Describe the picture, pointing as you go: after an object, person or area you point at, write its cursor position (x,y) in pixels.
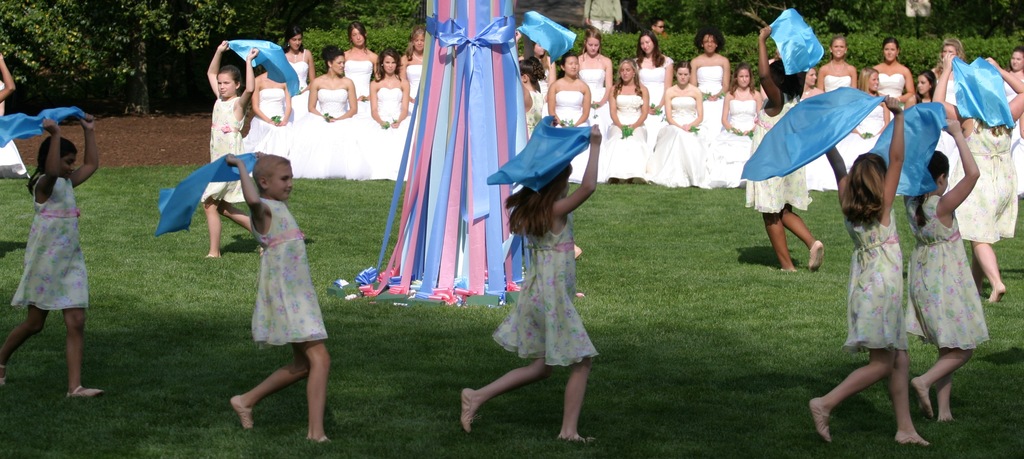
In this picture, we see the girls (303,272) are holding the blue color clothes (532,175) in their hands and they are walking. At the bottom (596,384), we see the grass (613,323). In the middle (445,269), we see the ribbons (444,230) in blue and pink color. Behind that, we see the women (879,80) are sitting on the chairs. Behind them, we see the shrubs (682,53) and the trees (206,75). At the top (598,10), we see two people (606,21) are standing. There are trees (342,22) in the background (109,19).
